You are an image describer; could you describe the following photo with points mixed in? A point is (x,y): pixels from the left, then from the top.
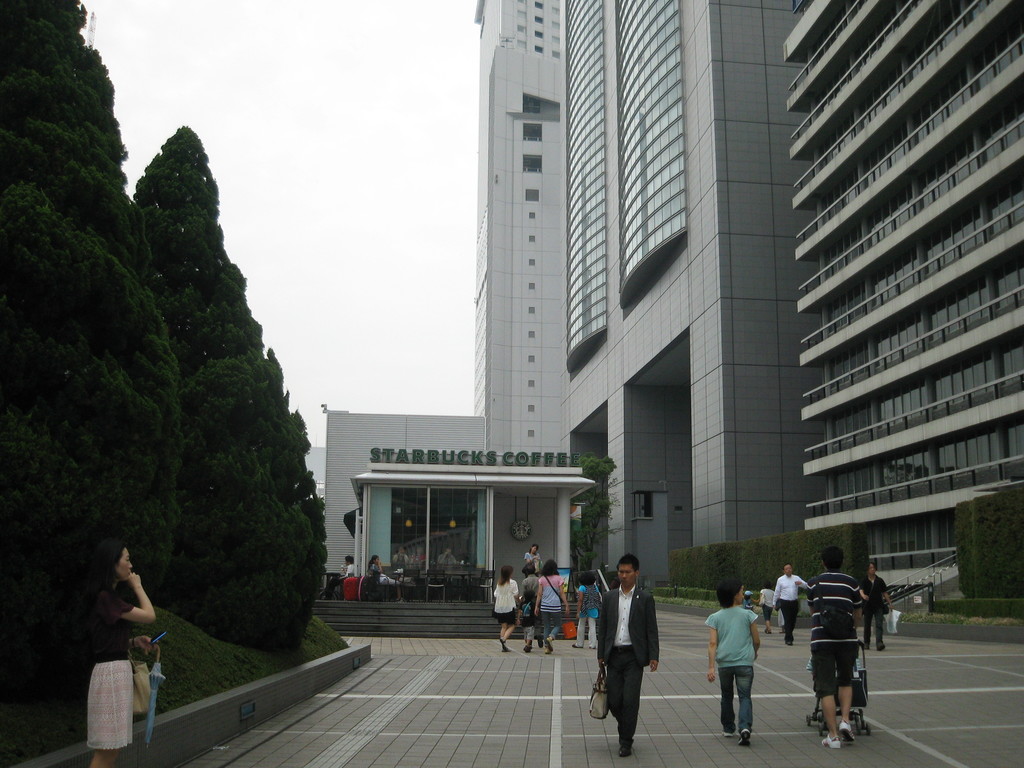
Bottom right side of the image (848,727) few people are walking and he is holding a stroller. Bottom left side of the image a woman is standing and watching. Behind her there are some trees (135,500) and grass (269,657). Top right side of the image (999,81) there are some buildings (852,51). Top left side of the image (133,132) there are some clouds (361,233) and sky (361,233).
